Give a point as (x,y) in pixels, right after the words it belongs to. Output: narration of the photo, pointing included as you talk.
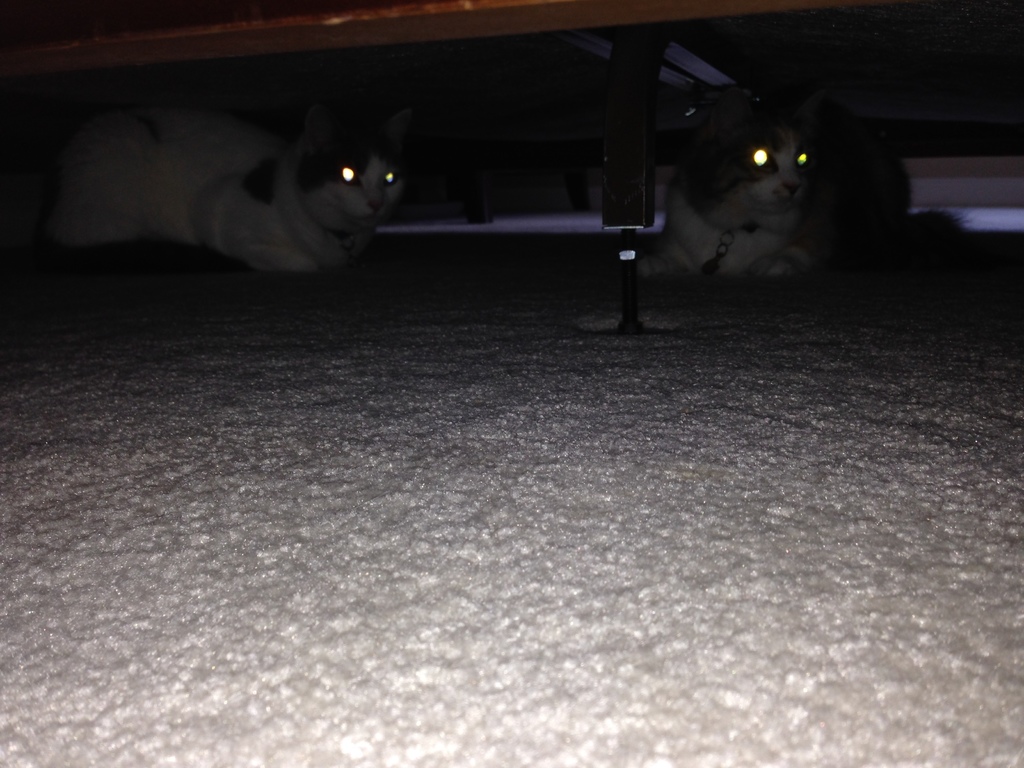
In this image, we can see two cats (725,167) under the cot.
